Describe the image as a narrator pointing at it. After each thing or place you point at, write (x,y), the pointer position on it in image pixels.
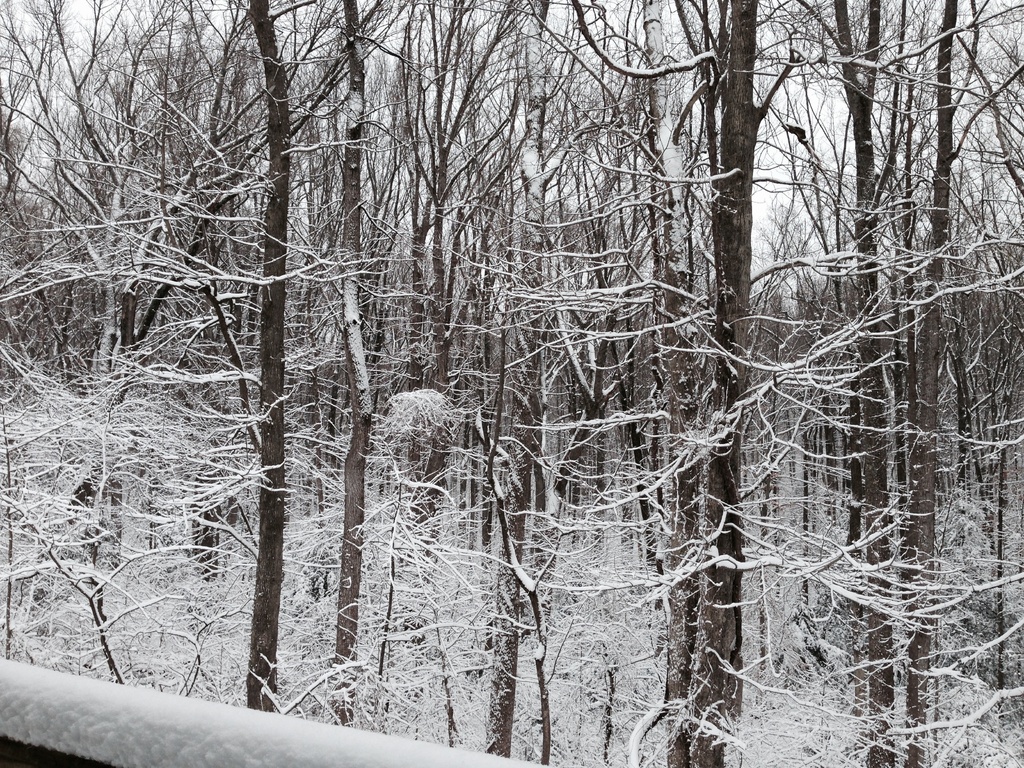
In this picture I can see there is a railing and there are trees (478,423) which are covered by snow (439,663).
